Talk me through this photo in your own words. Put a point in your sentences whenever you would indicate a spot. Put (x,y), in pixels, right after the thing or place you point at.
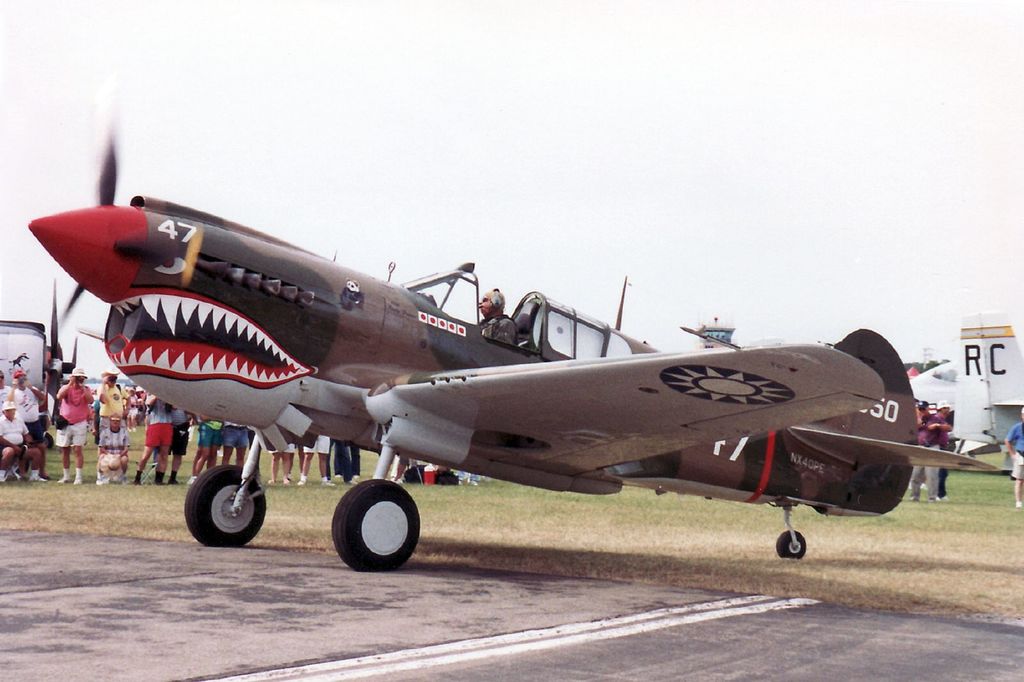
In this picture we can observe an airplane (268,384) on the ground (295,463). There is a runway (202,611). We can observe some people (109,437) standing on the ground (90,449). In the background (482,138) there is a sky (535,150).
